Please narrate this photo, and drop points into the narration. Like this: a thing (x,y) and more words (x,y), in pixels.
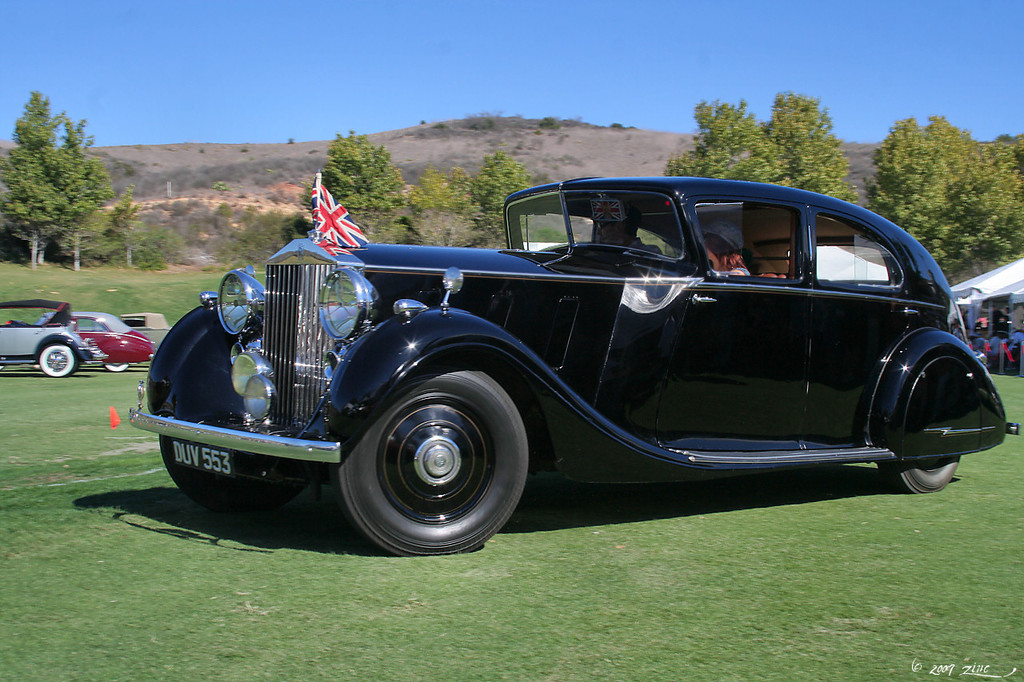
In the given image i can see a vehicle's (348,280), trees (31,160), grass (754,484), mountains (209,180) and in the background (277,50) i can see the sky (420,75).
